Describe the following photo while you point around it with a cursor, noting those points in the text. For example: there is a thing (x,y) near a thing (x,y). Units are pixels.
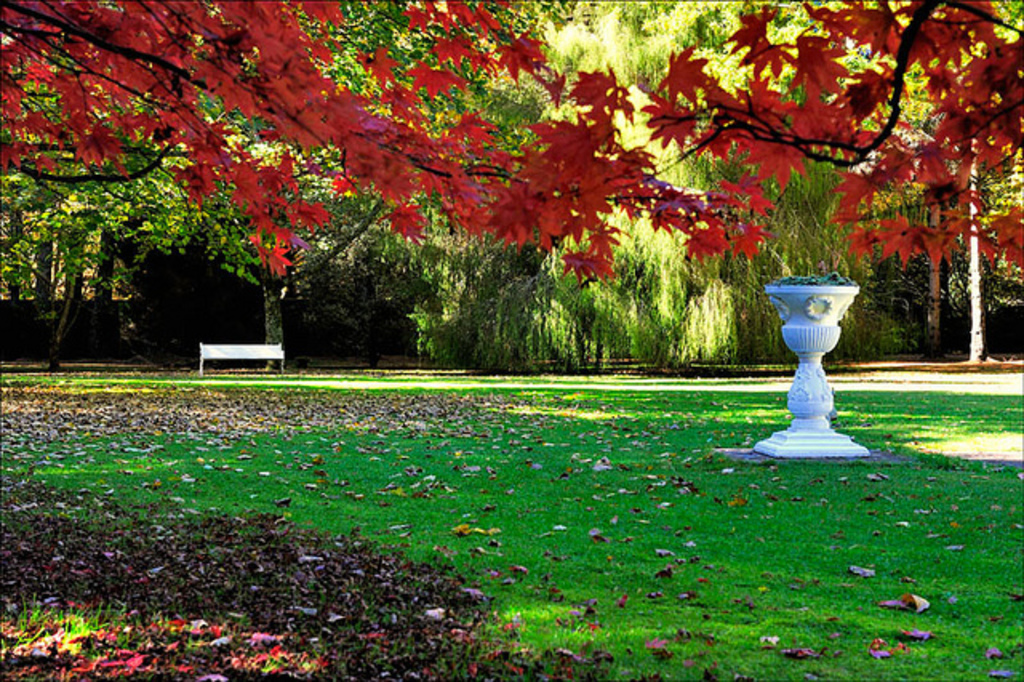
In this image I can see the flower stand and I can also see few trees (771,273) in green color. In the background (225,359) I can see the bench (200,354).
